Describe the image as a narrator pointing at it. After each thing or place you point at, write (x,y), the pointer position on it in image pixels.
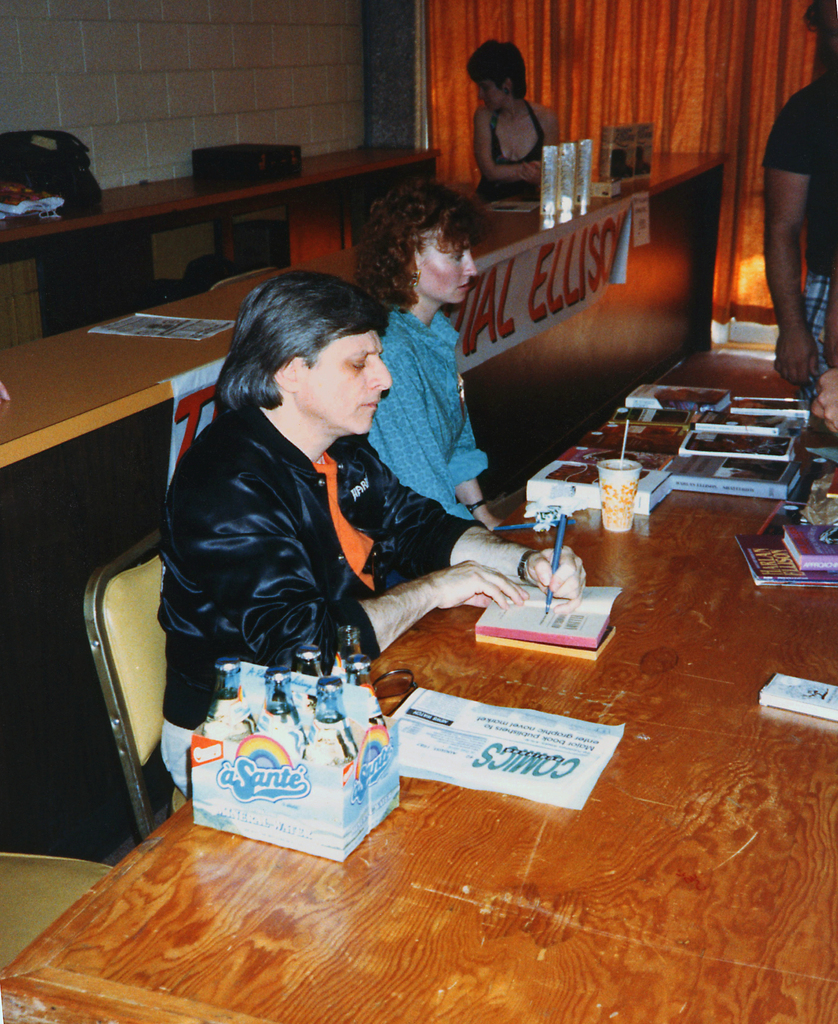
It is a room (512,532) and there are three tables (787,634) total on the first table (718,602) there are some books (744,558), a cup (617,516) there are two people (437,529) sitting front of the first table (740,394) and beside that there is one person (781,339) standing the person (426,516) who is wearing black color jacket (329,625) and sitting is writing something on the book (552,628) in the background (628,46) there is orange color curtain (617,46) and beside it there is a wall (325,44).
